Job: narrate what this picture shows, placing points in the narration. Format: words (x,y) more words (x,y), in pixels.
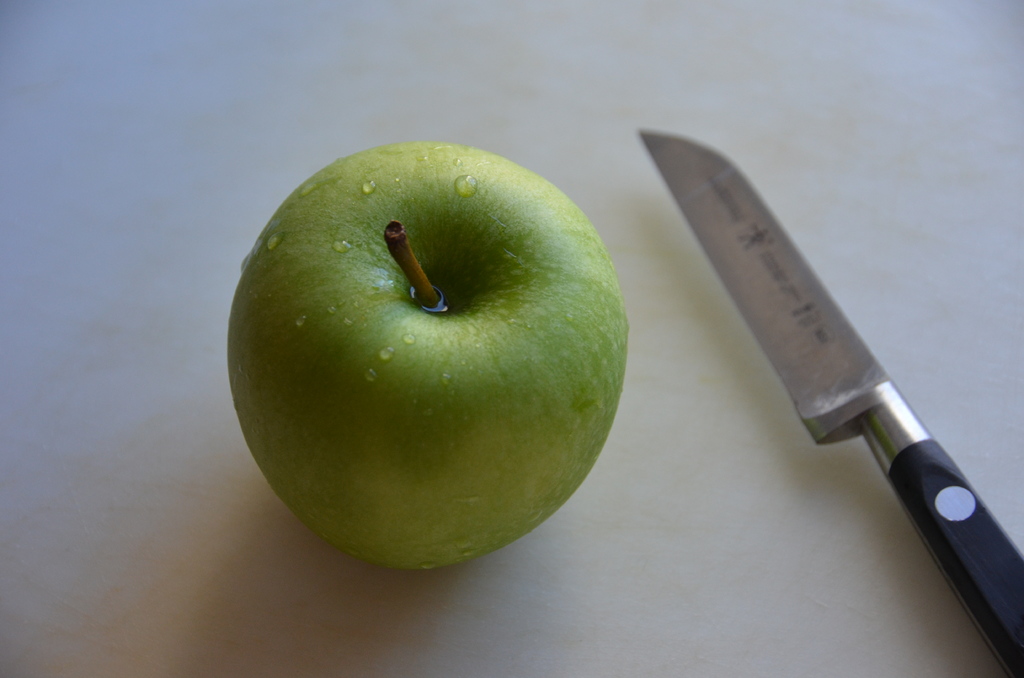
In this image we have a green apple (385,334) and a knife (782,296).
